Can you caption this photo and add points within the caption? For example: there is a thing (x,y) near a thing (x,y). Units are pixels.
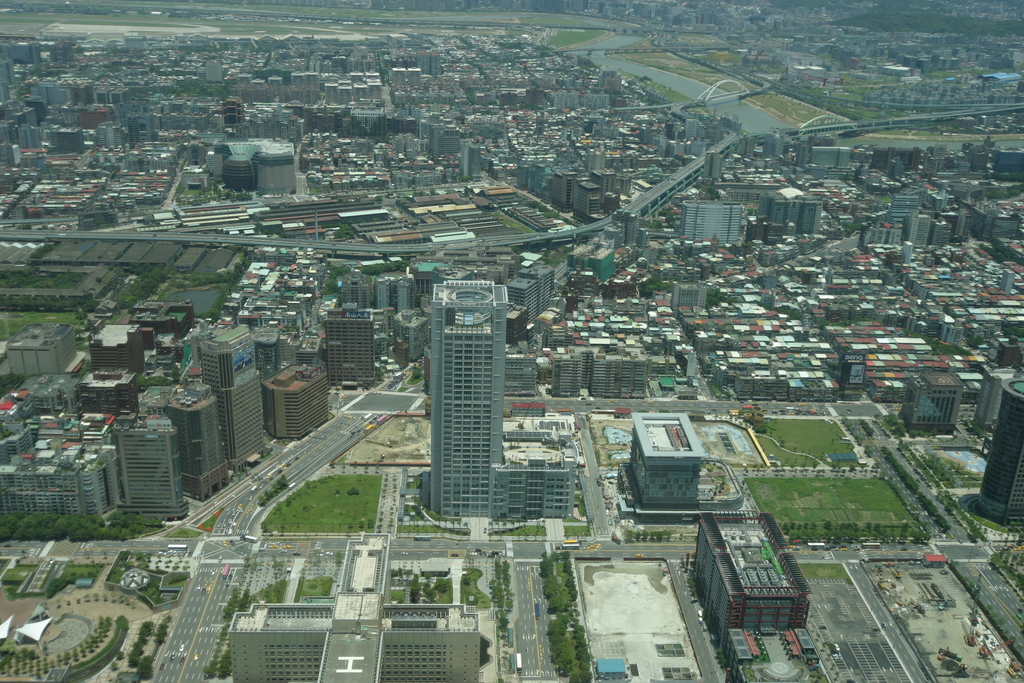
This picture consists of aerial view, which includes trees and skyscrapers (495,288).
